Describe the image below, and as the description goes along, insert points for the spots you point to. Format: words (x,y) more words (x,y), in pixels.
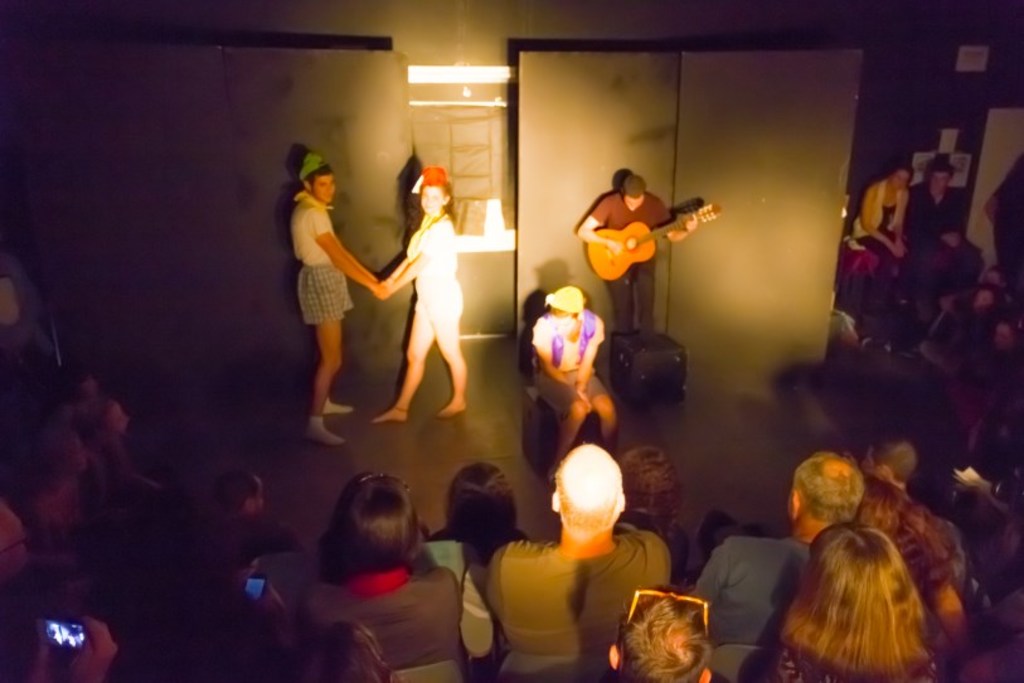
As we can see in the image there is a wall (382,338) and few people (560,328) standing over here and a man (634,272) who is standing here is holding guitar (632,224) in his hands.
